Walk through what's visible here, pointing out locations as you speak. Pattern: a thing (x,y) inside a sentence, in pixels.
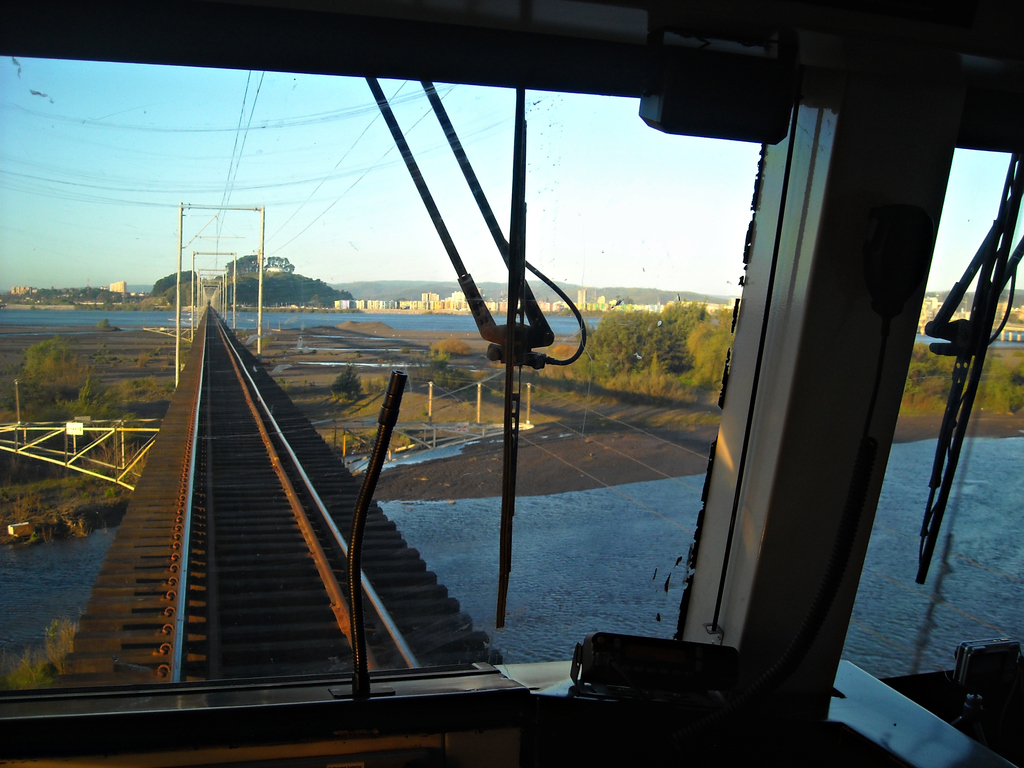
This image is clicked from a train (742,570). In the front (272,539), we can see a track (335,562). At the bottom (553,557), there is water (592,536). On the right (703,305), there are trees (662,386). It looks like a bridge (243,425). At the top (331,151), there is sky (665,243). In the background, there are buildings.
